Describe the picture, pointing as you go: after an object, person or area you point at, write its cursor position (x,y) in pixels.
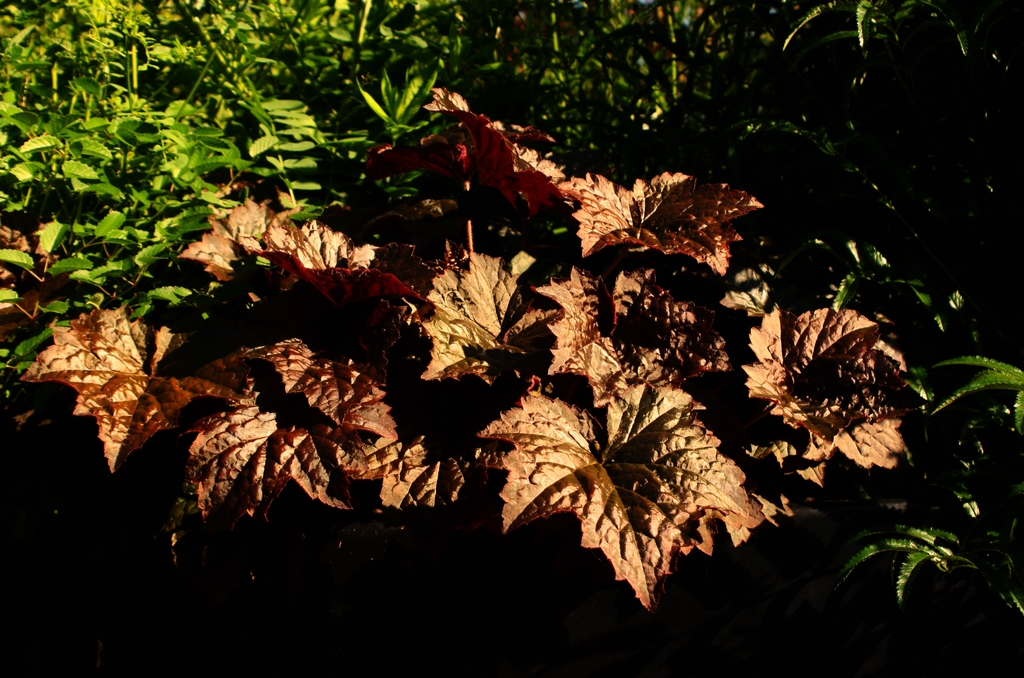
In this picture we can see leaves (384,487) and in the background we can see plants (109,97).
